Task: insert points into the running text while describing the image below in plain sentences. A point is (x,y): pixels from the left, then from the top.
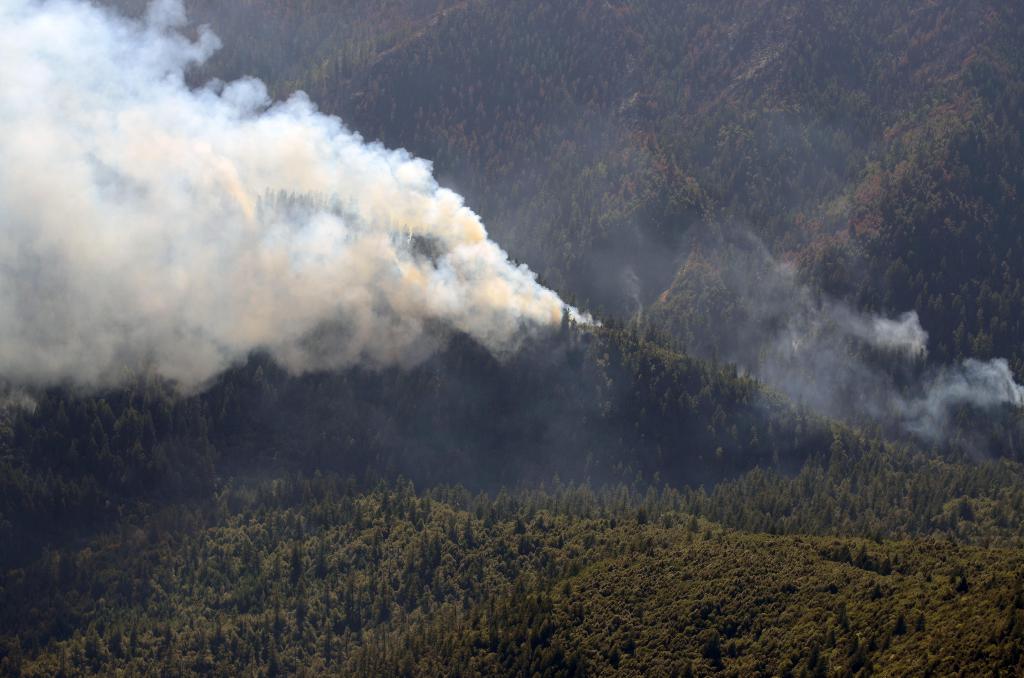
At the bottom of this image (592,460), there are trees (543,569) and plants (518,611) on a hill (498,407). On the left side (245,251), there is smoke (347,152). On the right side (865,318), there is smoke (829,359). In the background (989,220), there are mountains (761,136).
